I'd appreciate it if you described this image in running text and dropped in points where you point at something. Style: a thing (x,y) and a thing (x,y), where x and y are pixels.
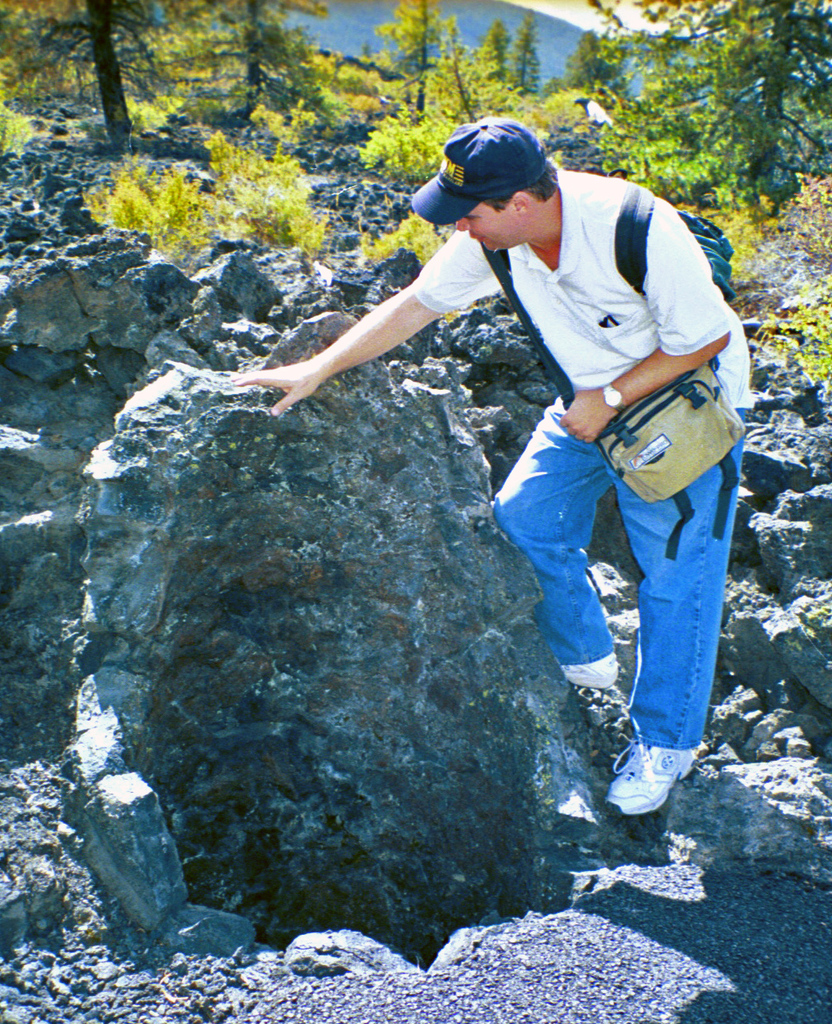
On the right side of the image (608,179) we can see a man (664,273) is standing and wearing dress (611,259), cap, bags (649,477), shoes (605,683). In the background of the image (77,442) we can see the rocks (97,602), trees (795,84). At the top of the image (569,35) we can see the hills (544,24) and sky (607,27).
